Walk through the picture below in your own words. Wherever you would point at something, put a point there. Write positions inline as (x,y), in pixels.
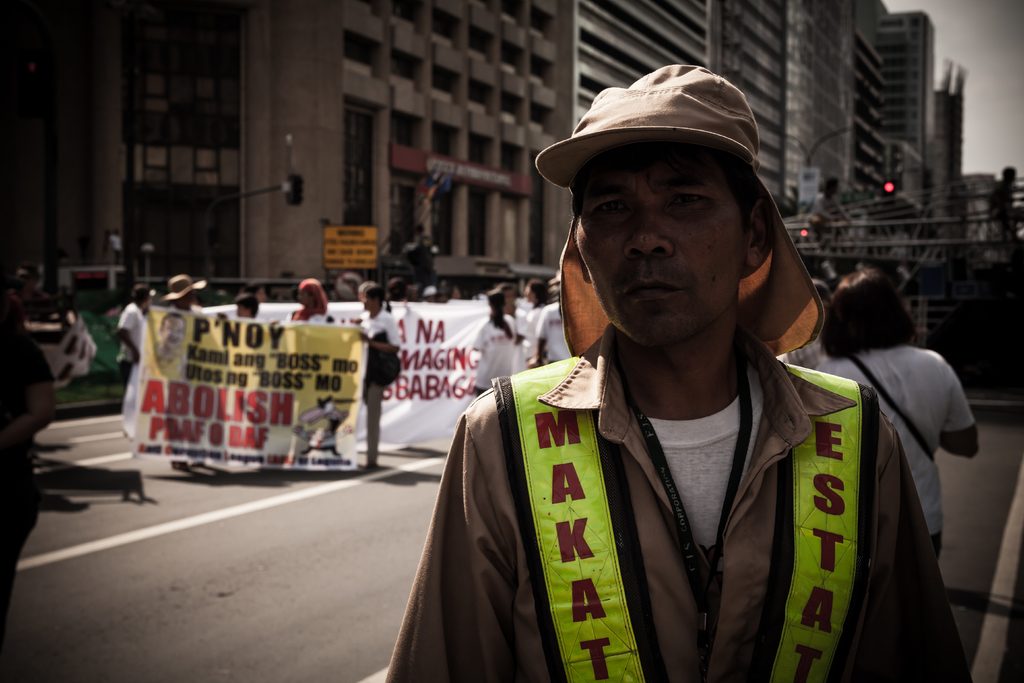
This picture describes about group of people (647,397), on the right side of the image (685,394) we can see a man (767,396), he wore a cap (642,139), in the background (508,367) we can find few people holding flexes (285,324), in the background (878,235) we can see poles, traffic lights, buildings (434,61) and metal rods (894,226).
